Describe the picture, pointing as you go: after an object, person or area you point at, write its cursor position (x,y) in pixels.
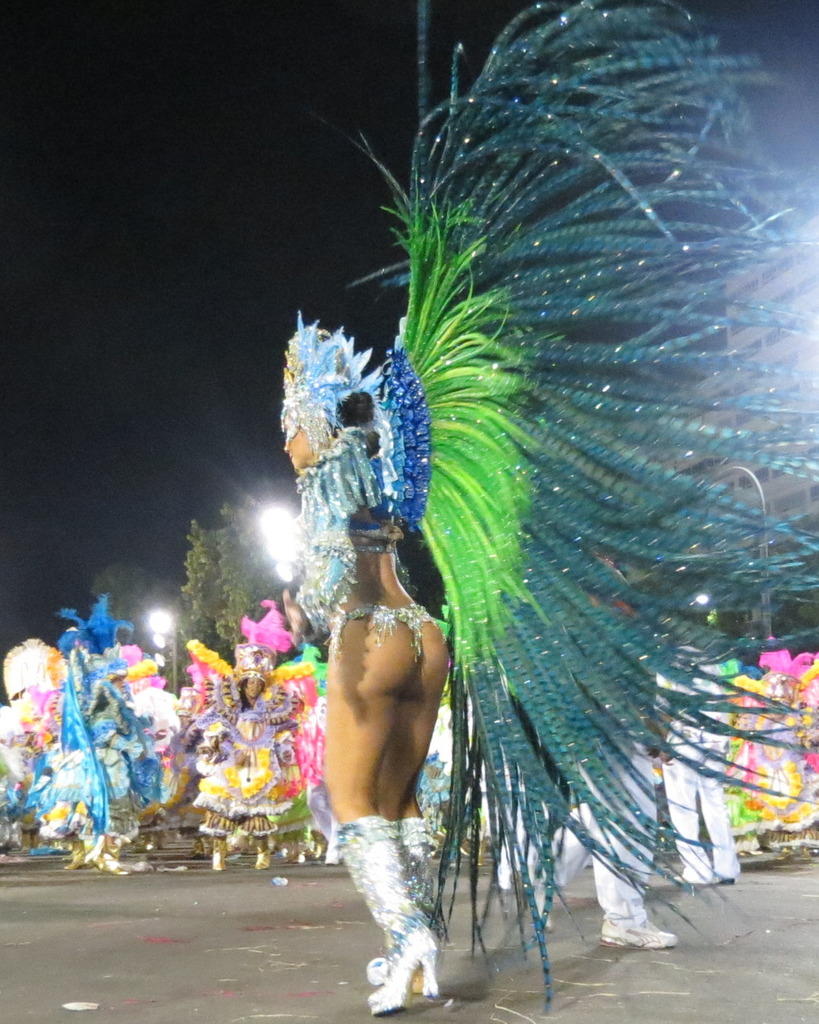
In this image there is one person's (380,688) standing and wearing a carnival dress (497,535) as we can see in the middle of this image (497,667). There are some other persons (296,709) standing in the background (183,735). There are some trees (213,618) in the middle of this image (275,572). There is a sky (210,236) on the top of this image (155,214).
